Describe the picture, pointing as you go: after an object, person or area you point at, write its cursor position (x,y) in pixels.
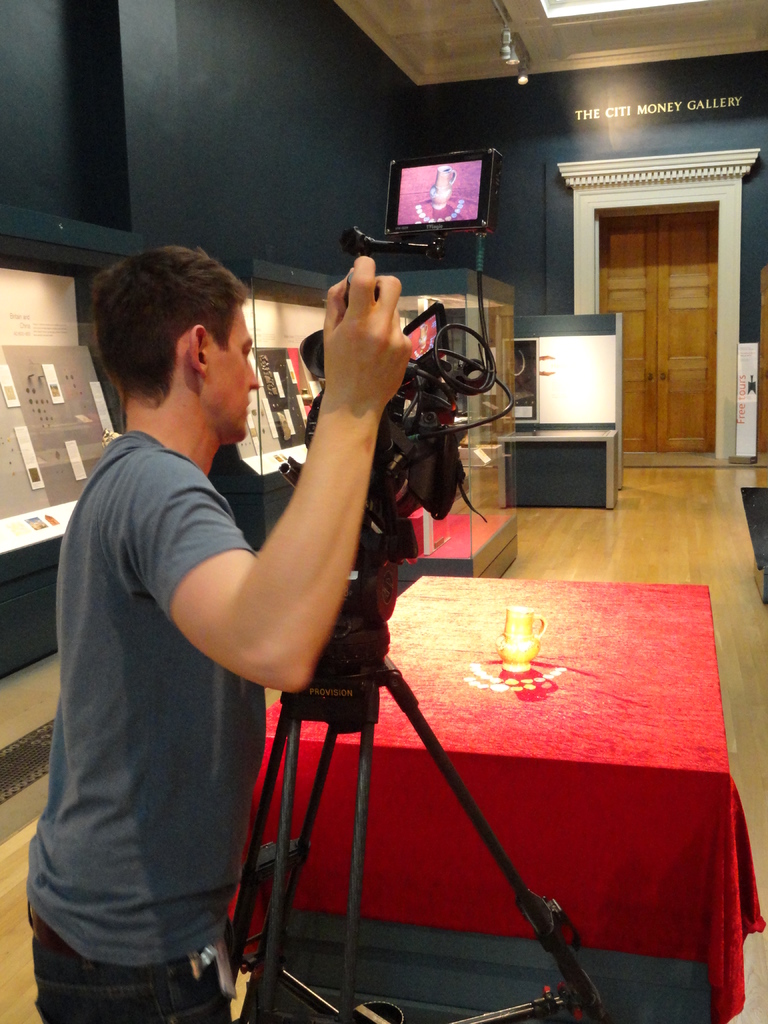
In the center of the image (347,370) a person (240,610) is standing at the camera. In the background (682,331) we can see posters (20,431), door (643,308), name board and wall (274,168). At the bottom of the image (566,747) we can see table (568,655).
